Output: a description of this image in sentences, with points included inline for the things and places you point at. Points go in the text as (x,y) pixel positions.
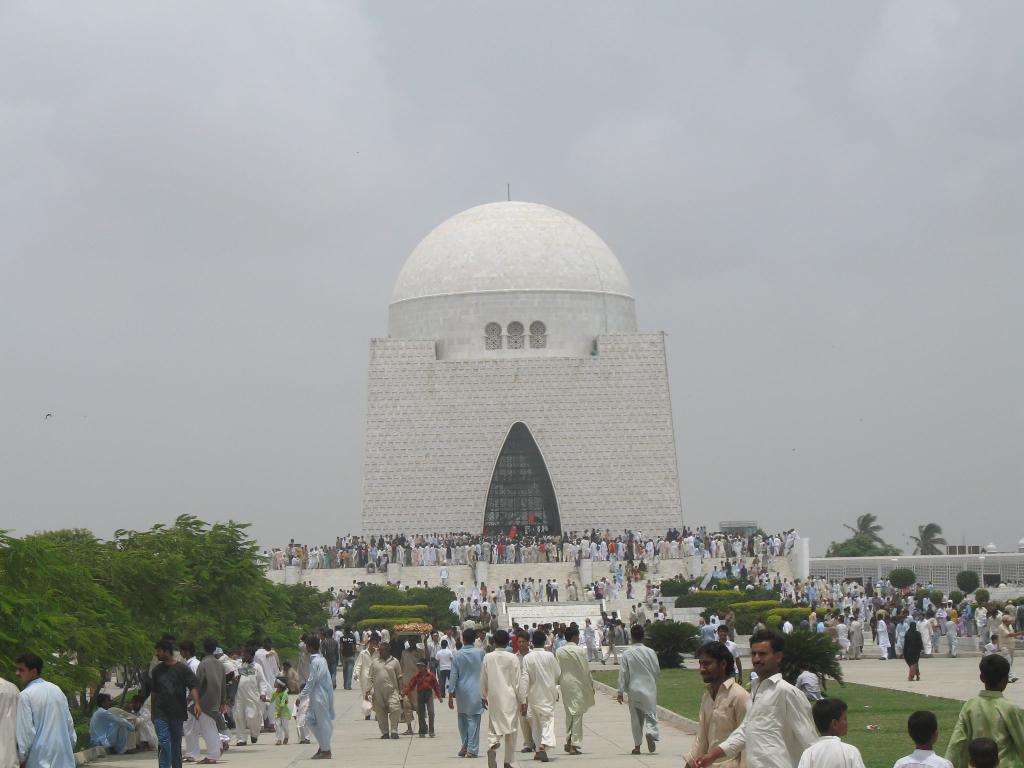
In this image there is a mosque (441,419) in the middle (406,498). In front of the mosque (416,474) there are so many people (503,547) who are standing on the floor (440,710). At the bottom (554,713) there are some people (511,696) walking on the floor (416,716). On the left side (120,570) there are trees (160,579). At the top (881,101) there is sky (867,117).
